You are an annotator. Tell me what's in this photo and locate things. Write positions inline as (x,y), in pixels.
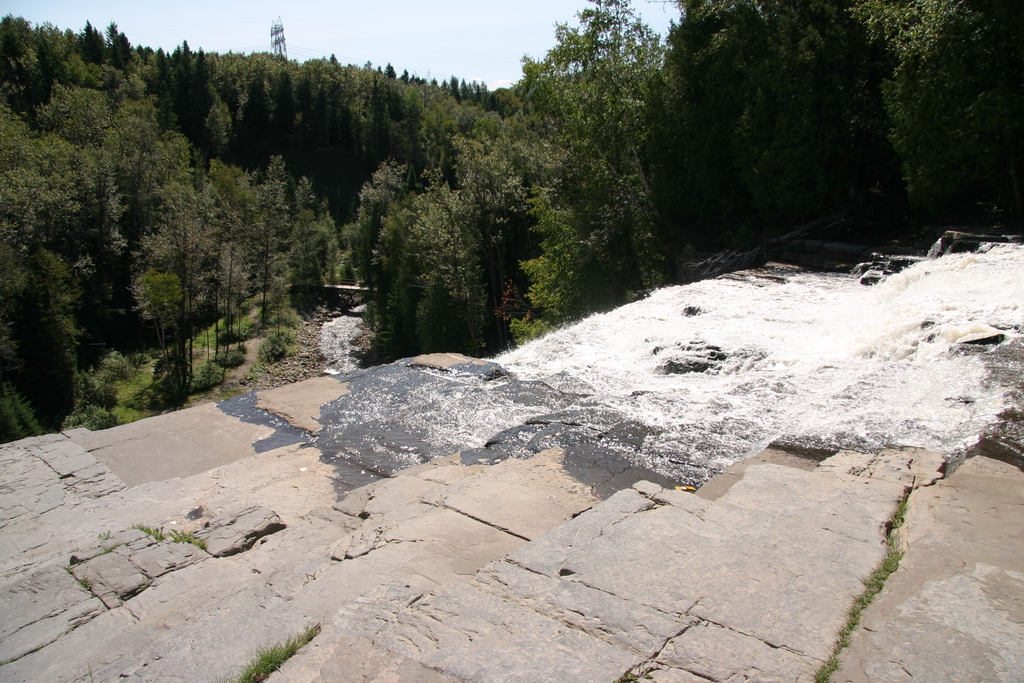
In this image I can see water (714,387) and steps (424,517). In the background (386,28) I can see trees (391,196) and the sky (403,12).
